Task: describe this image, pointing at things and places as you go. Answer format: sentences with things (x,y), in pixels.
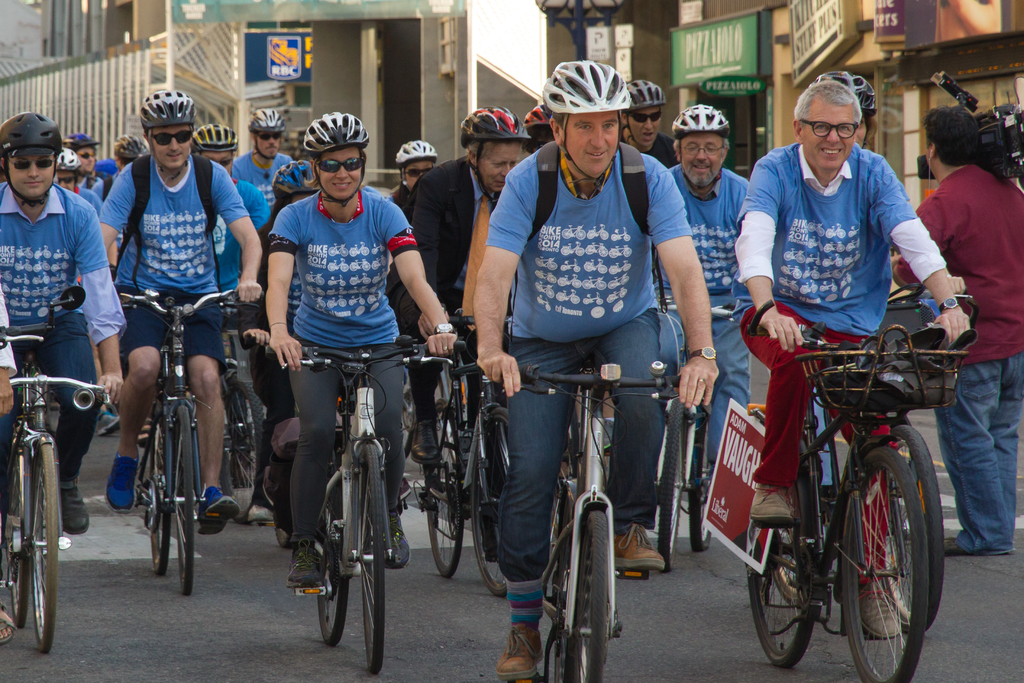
In this image I can see people (210,314) riding bicycles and they are wearing blue t shirt (875,215) and helmets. A person (965,185) is standing on the right (971,180), holding a camera (943,82). A person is wearing a suit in the center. There are buildings (868,25) at the back (525,91).
